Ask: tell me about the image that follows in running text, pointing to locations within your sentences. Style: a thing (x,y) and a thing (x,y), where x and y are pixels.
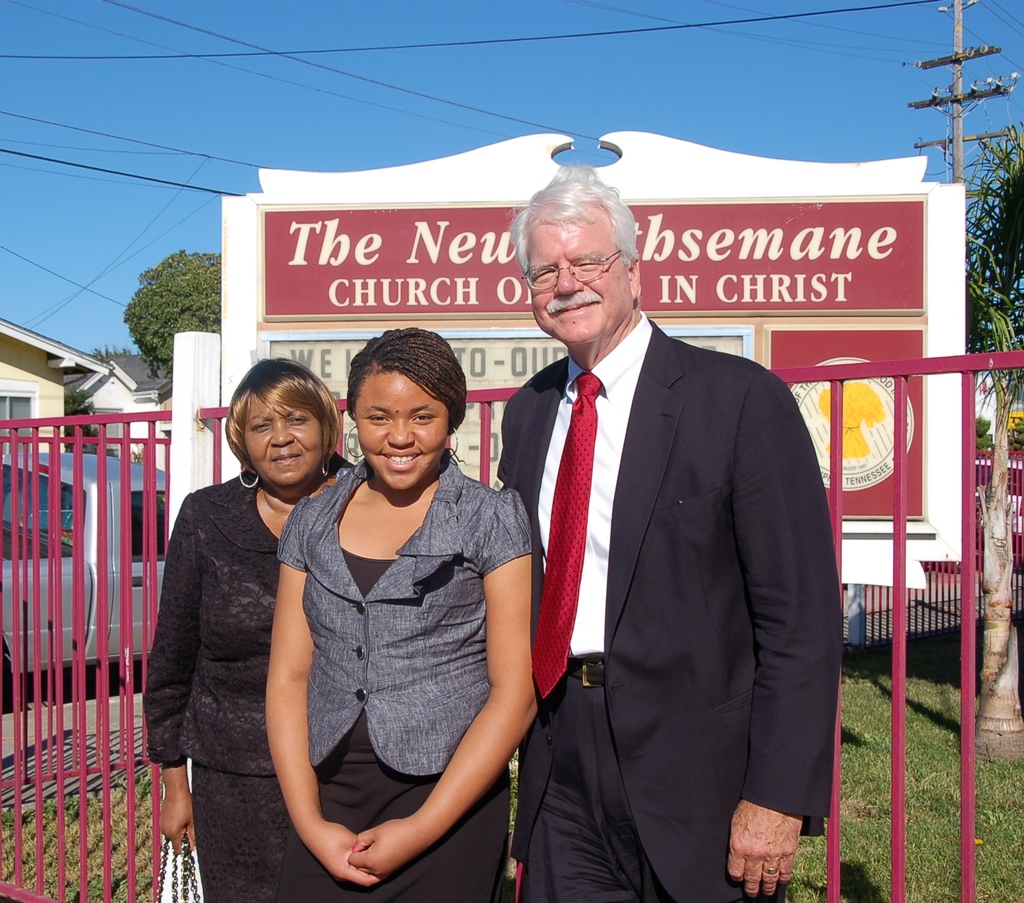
In this picture we can see three people (756,577) are standing on the path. We can see some fencing (126,453) from left to right. There is a board (897,211), few trees (1021,309) and buildings (3,398) in the background (361,189).
